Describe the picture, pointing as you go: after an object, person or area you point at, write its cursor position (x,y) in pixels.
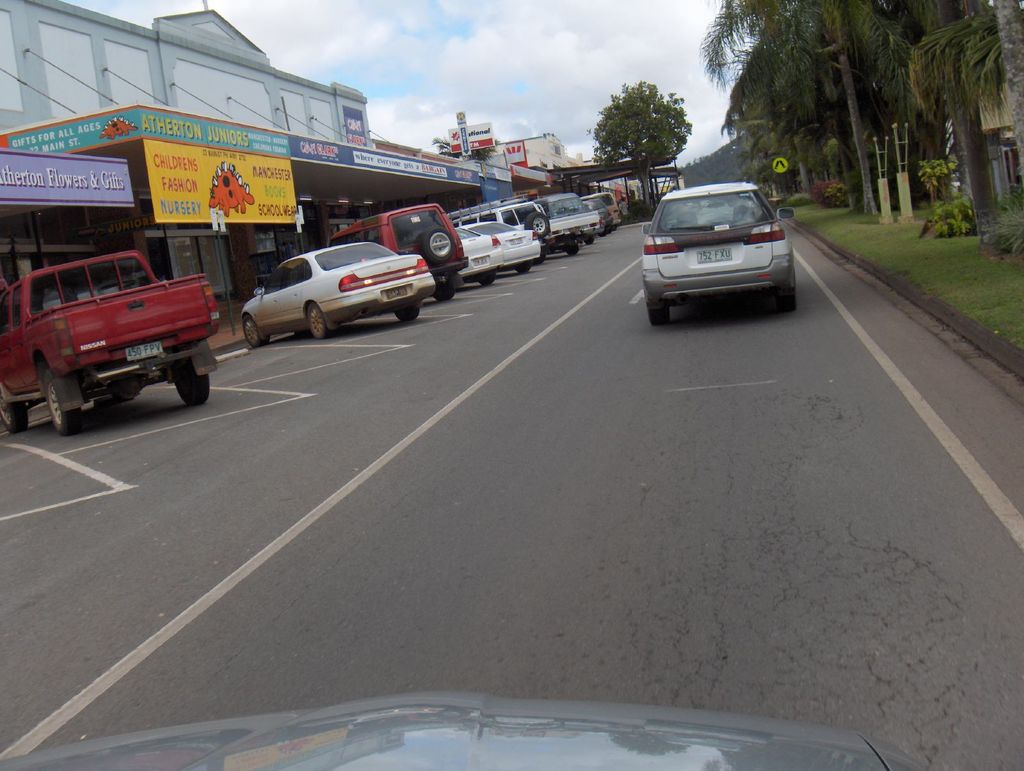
As we can see in the image there are cars (400,280), truck (107,323), banner (214,207), buildings (269,125), trees (835,105) and grass (985,282). On the top (457,78) there is sky (412,79).
